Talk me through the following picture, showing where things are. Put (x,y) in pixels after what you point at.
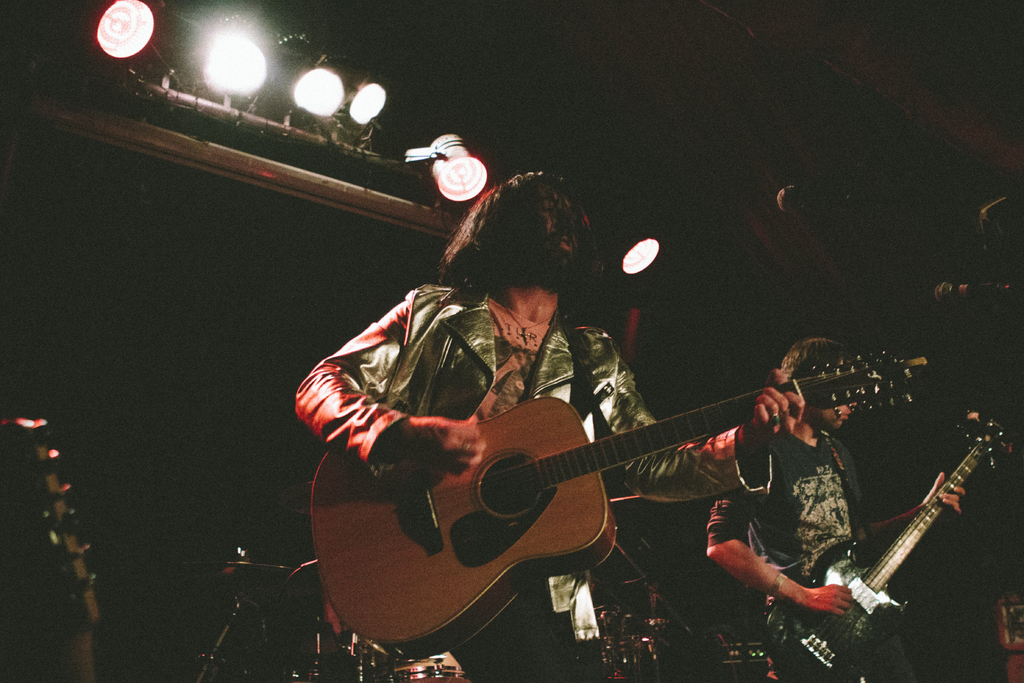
In this image in front (806,497) there are two persons (794,400) playing a guitar (433,598). In front of them there is a mike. Behind them there are few musical instruments (450,669). On the backside of the image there are lights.
